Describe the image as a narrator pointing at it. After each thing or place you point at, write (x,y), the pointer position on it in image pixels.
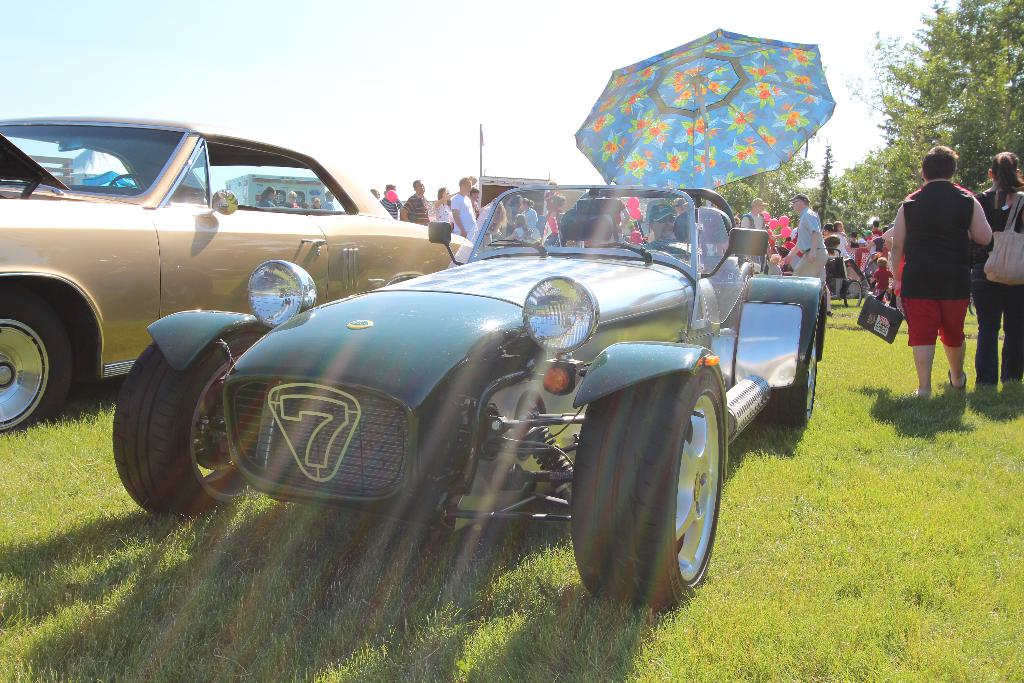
In the foreground of the picture (372,246) there are cars (497,303), people (1004,194) and grass (1020,555). In the middle of the picture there are people (476,196), umbrella (644,155), vehicle (495,190), balloons (781,229) and other objects (512,182). At the top (876,163) towards right (897,172) there are trees (793,188). At the top (348,48) it is sky (404,82).
